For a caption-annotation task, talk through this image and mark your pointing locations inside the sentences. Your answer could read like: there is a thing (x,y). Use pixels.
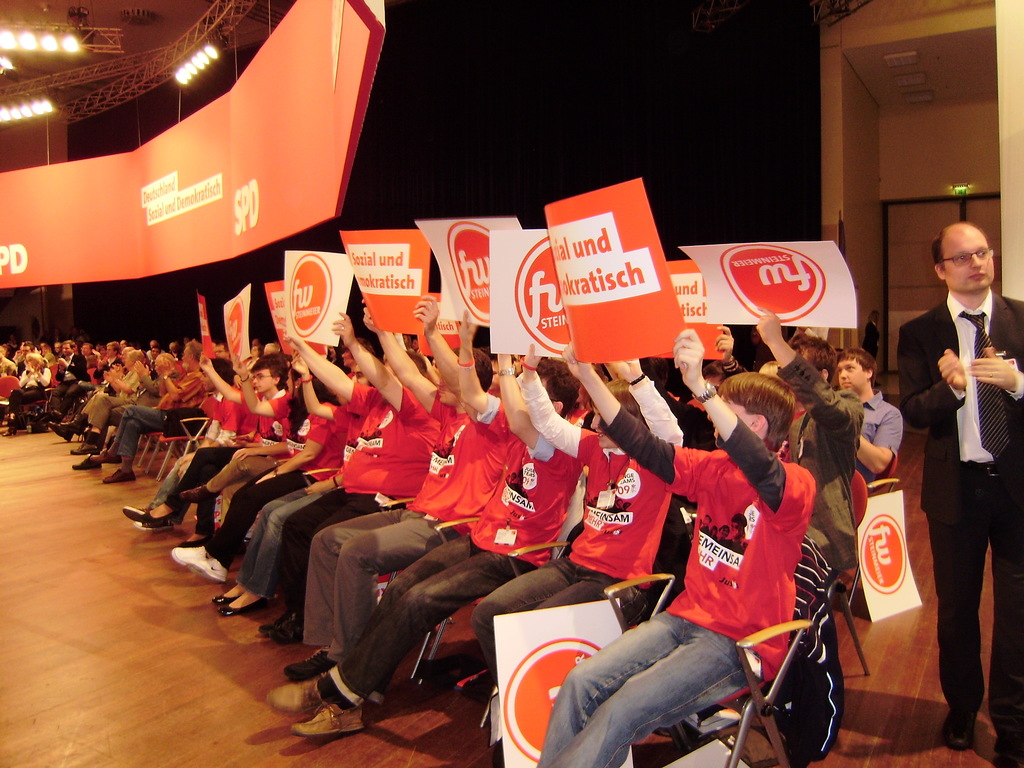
This image consists of some persons (456,561). They are sitting on chairs (781,666). They are holding some cards (616,335). There are lights (73,47) at the top (79,49).
